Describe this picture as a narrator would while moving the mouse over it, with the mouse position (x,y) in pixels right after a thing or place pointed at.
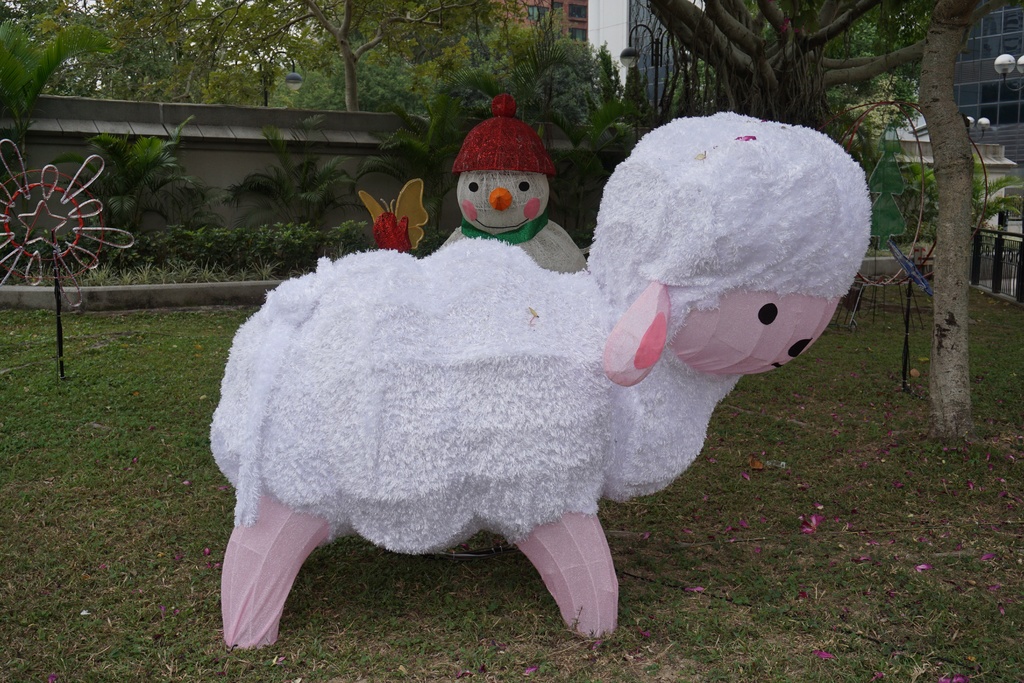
In the foreground of this image (546,450), there is a model of a sheep (539,450) and a snow man (508,228). In the background (493,73), there are trees (962,6), plants (326,227), few poles (634,59) and the buildings (989,50).
